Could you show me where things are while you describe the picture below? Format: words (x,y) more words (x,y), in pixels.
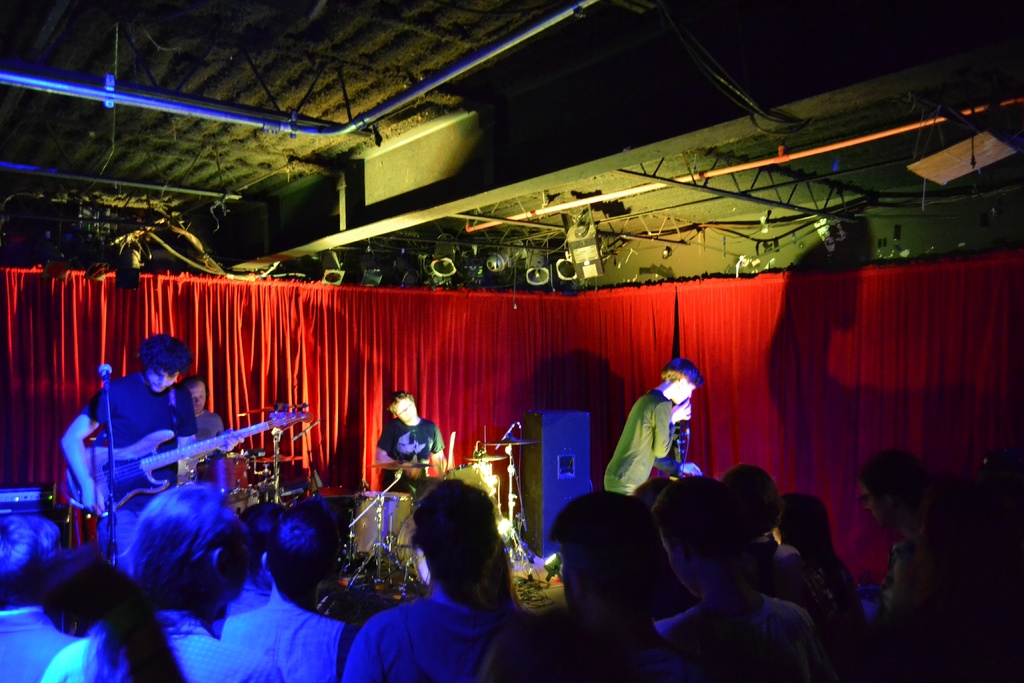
In this image there are many people (461,596) standing. In front of them there are a few musicians (426,442) standing on the dais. They are playing guitars (151,465) and drums (380,551). Behind them there is a curtain (530,329). At the top (335,82) there are lights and rods (510,218) to the ceiling (288,153). In front of the musicians (136,380) there are microphones (322,421). Behind them there are speakers (549,436) on the dais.
